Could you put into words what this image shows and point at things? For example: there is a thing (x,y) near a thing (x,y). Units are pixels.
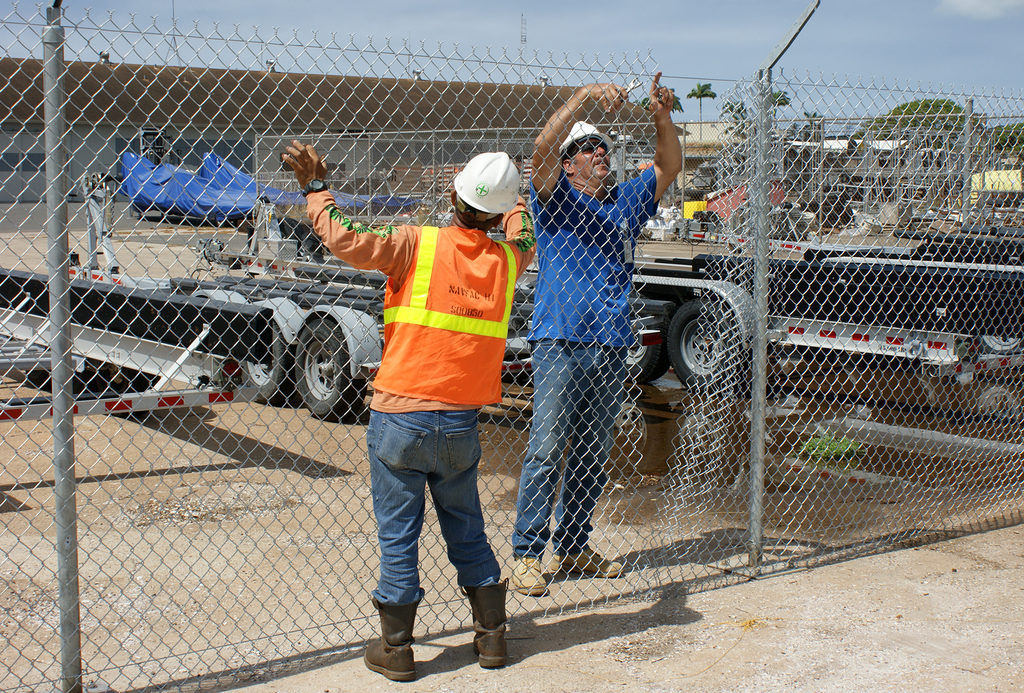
In this image we can see two persons (504,163) wearing the helmets (486,185) and standing on the land (575,616). We can also see the fence (970,216) and behind the fence (59,573) we can see some vehicles (93,195). There is also a building (122,117) and trees (925,123). Sky (716,102) is also visible.
